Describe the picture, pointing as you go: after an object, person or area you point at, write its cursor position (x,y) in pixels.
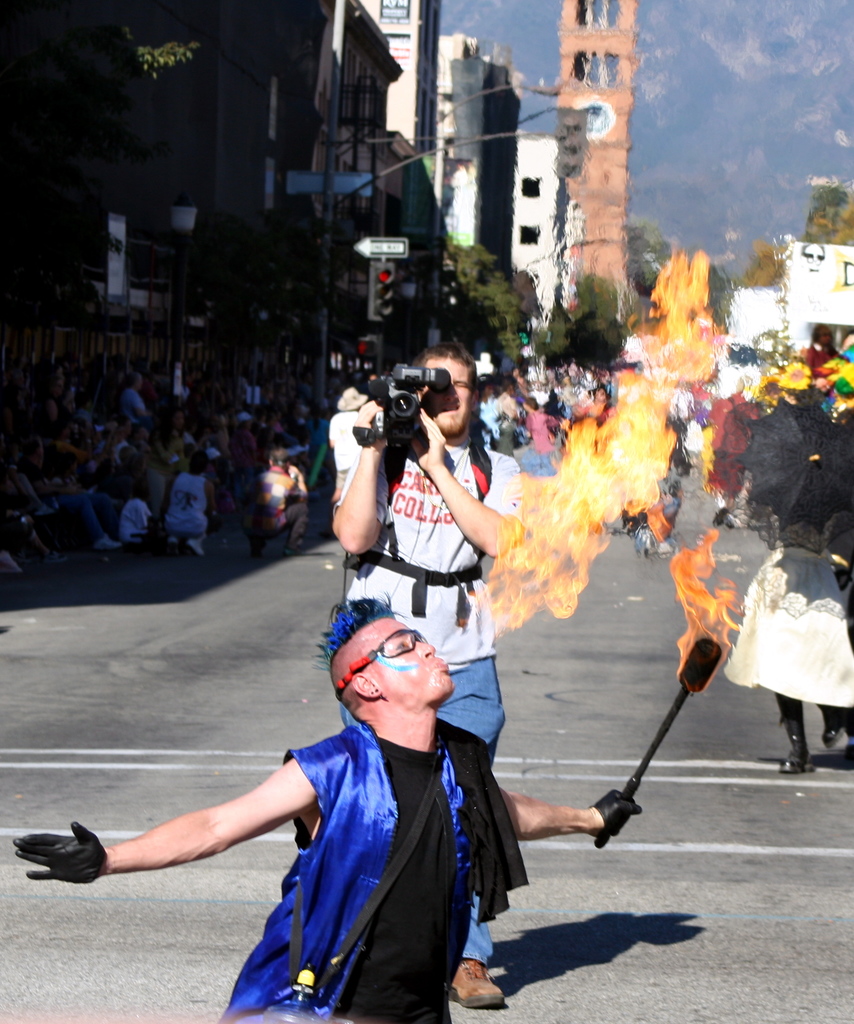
In this image there are buildings (348,53), people (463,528), traffic signal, sign board (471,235) in the left corner (265,472). There are people (684,410) holding some objects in the right corner (714,488). There are people (471,474) holding objects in the foreground (387,685). There are trees (560,353) and people (553,421) in the background (546,429). There is a sky (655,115) at the top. And there is a road (588,781) at the bottom (695,896).
